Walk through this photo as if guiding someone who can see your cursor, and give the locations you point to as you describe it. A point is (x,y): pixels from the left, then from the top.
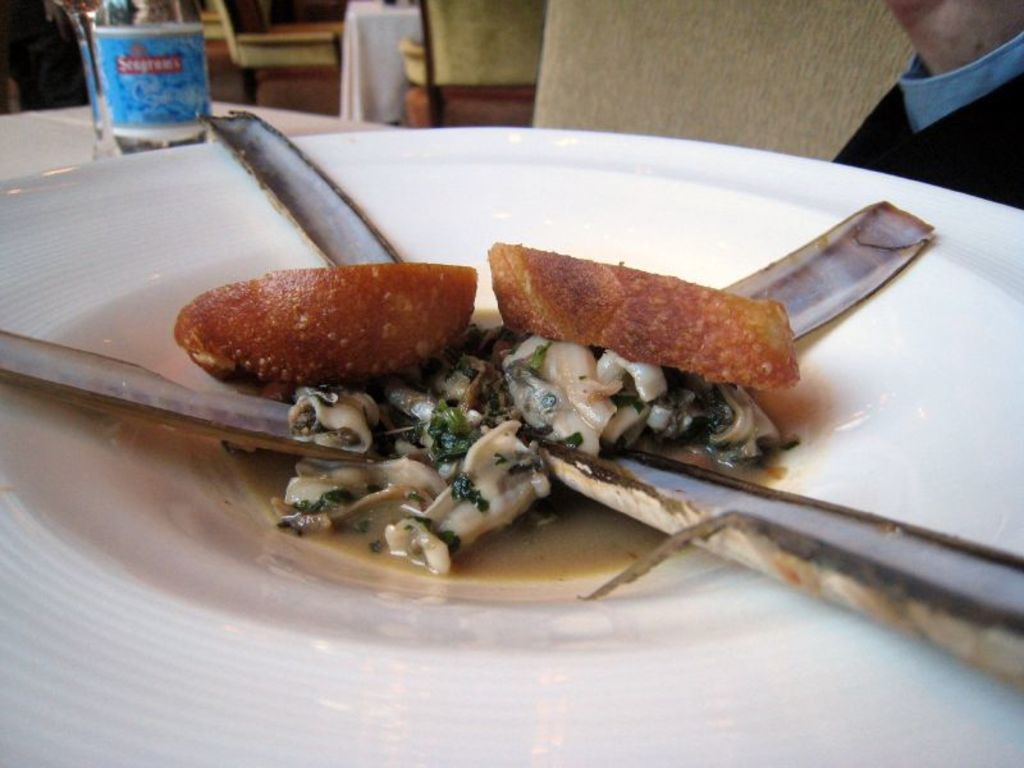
Here we can see plate (311,560) with food (236,149) and bottle (159,124) on the table (71,153). Background (661,63) we can see chairs (453,49).
